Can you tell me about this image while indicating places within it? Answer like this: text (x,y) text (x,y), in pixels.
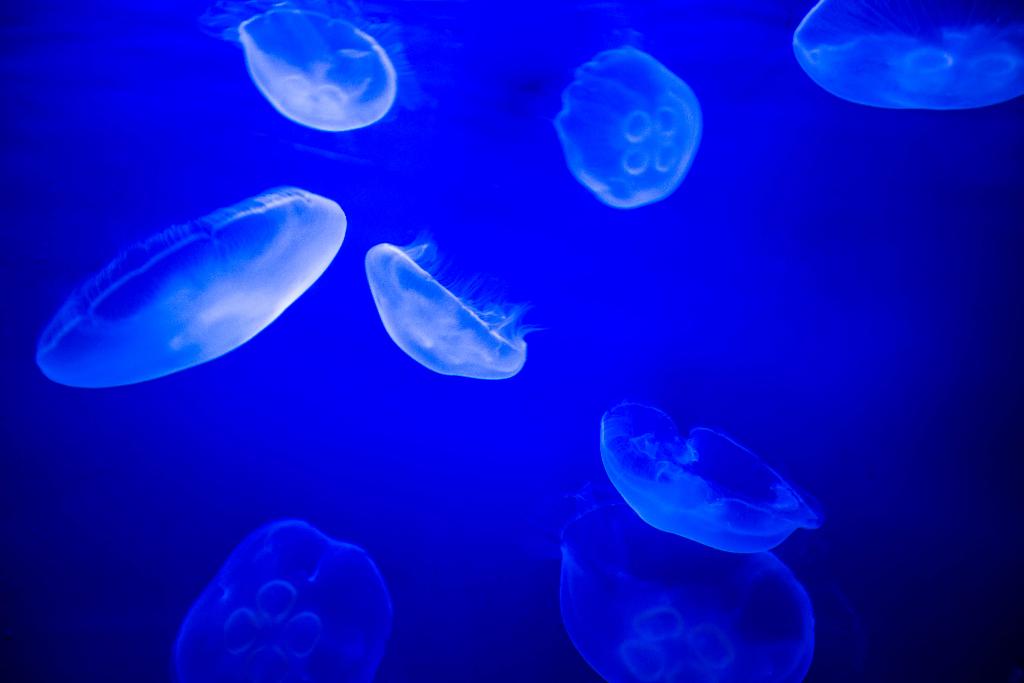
In this image, we can see some undefined object (322,259) in the background (518,300) we can see the blue.
